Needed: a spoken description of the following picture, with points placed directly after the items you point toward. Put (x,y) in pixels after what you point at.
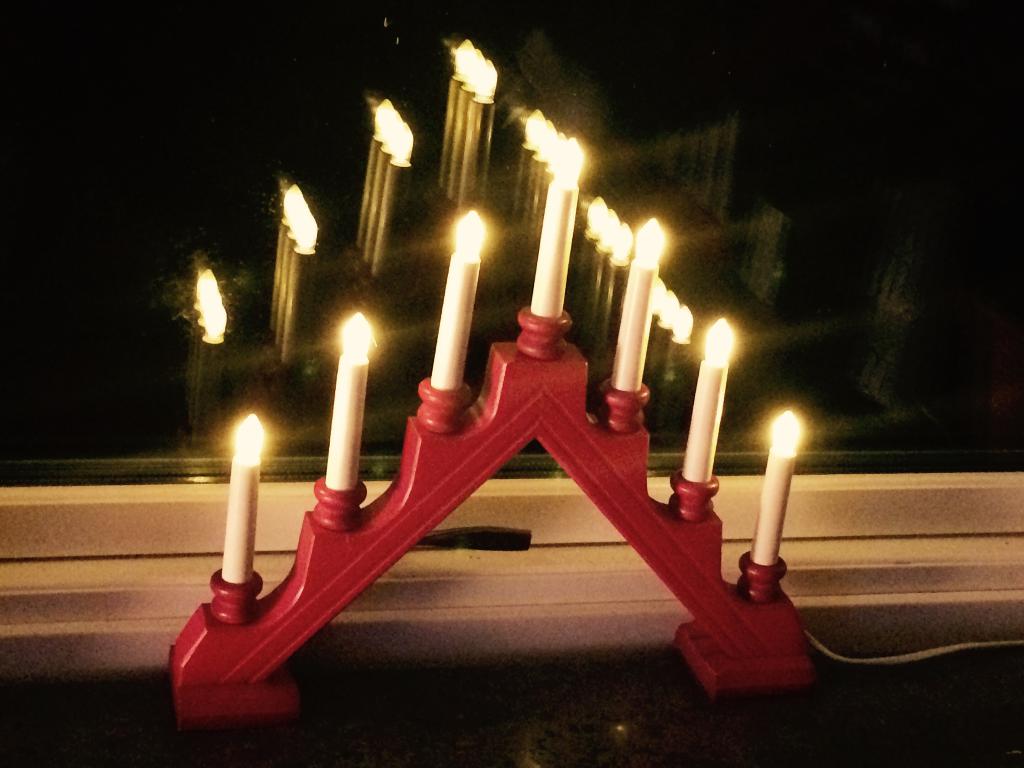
In the picture I can see candle lights (454,335) and a white color wire (937,648). This white color candles (769,551) are attached to a red color object (666,567). The background of the image (752,331) is dark.
